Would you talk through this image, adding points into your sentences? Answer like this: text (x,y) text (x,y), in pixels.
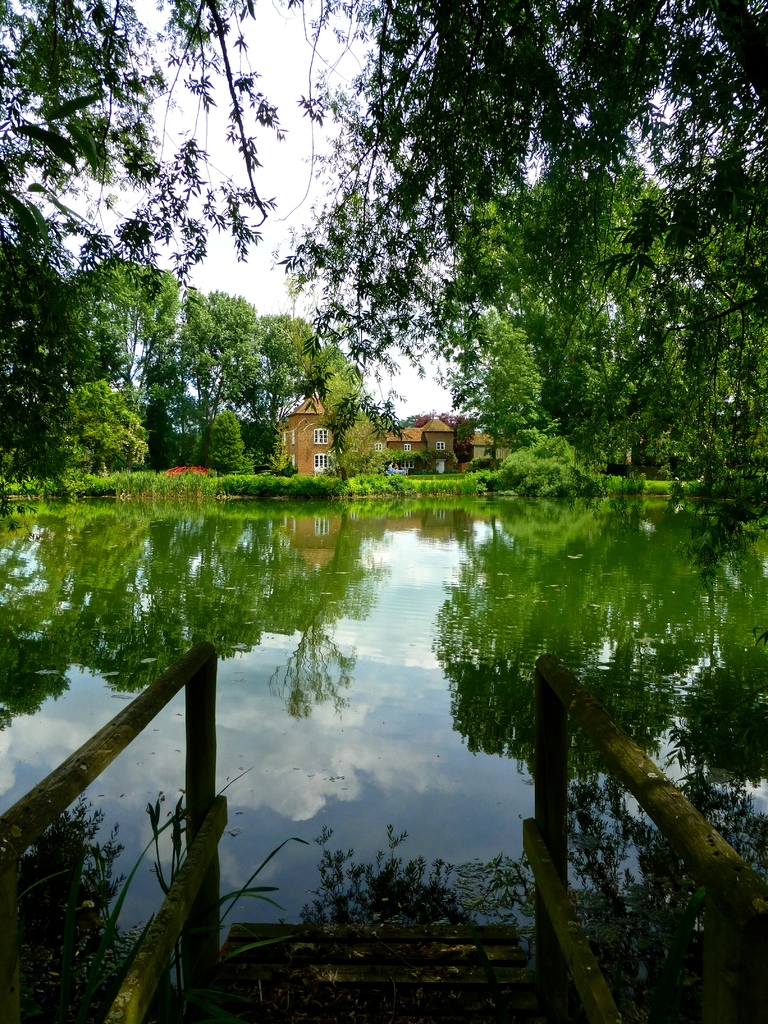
Bottom of the image (735,716) there is water (547,518). In the middle of the image (506,462) there is a building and there are some trees (203,229). Behind the trees (141,83) there is sky (79,205).
